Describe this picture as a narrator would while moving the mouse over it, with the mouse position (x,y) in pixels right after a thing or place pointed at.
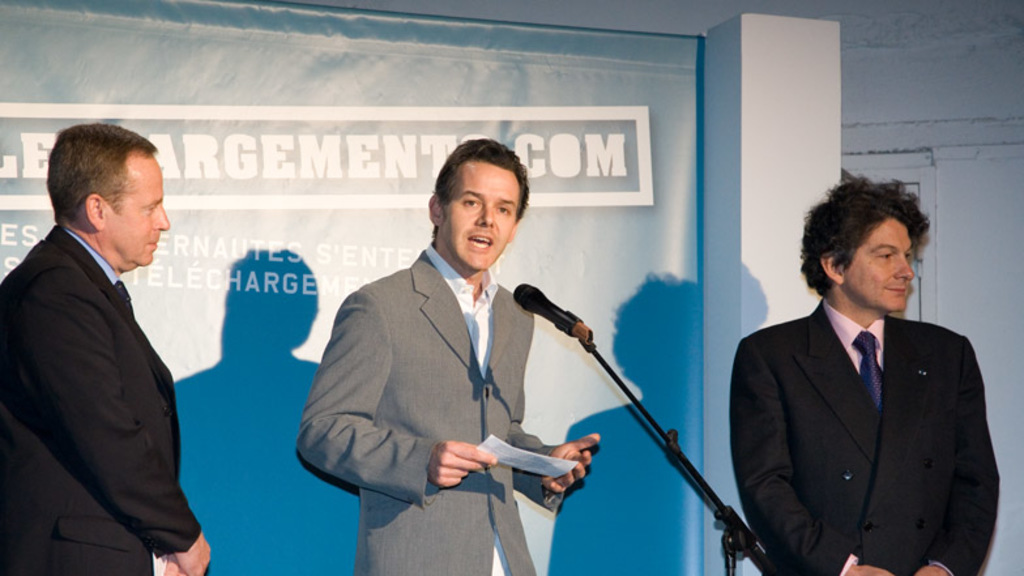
In this image in the center (447,373) there is a man (456,413) standing and holding a paper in his hand (491,455) and speaking. In front of the man (476,312) there is a mic (555,325). On the right side (870,405) there is a man (872,432) standing and smiling. On the left side (84,373) there is a man (89,404) standing. In the background (327,237) there is a banner (297,219) with some text (288,164) written on it.
